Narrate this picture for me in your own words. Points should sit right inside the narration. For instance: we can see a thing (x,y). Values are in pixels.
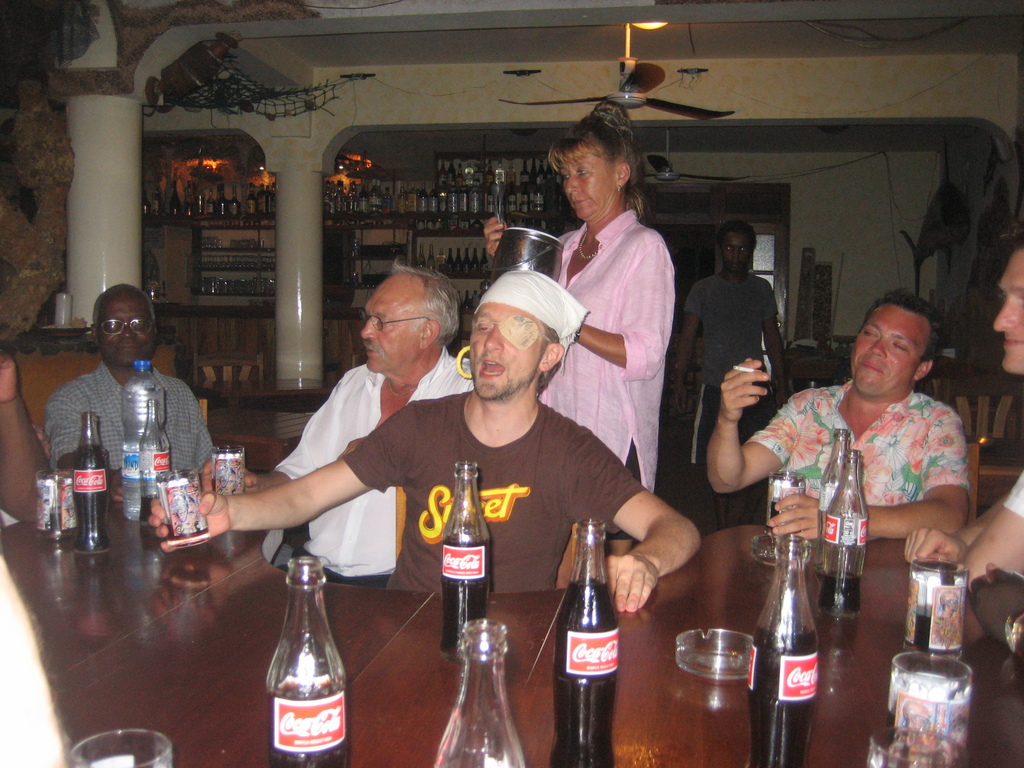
This persons (26,435) are sitting on a chair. This 2 persons (702,381) are standing. Far in a rack (181,220) there are bottles (473,195) and glasses (263,243). This woman (599,190) is holding a container (531,259). On this table (622,652) there are bottles (326,637) and glasses (179,493).
